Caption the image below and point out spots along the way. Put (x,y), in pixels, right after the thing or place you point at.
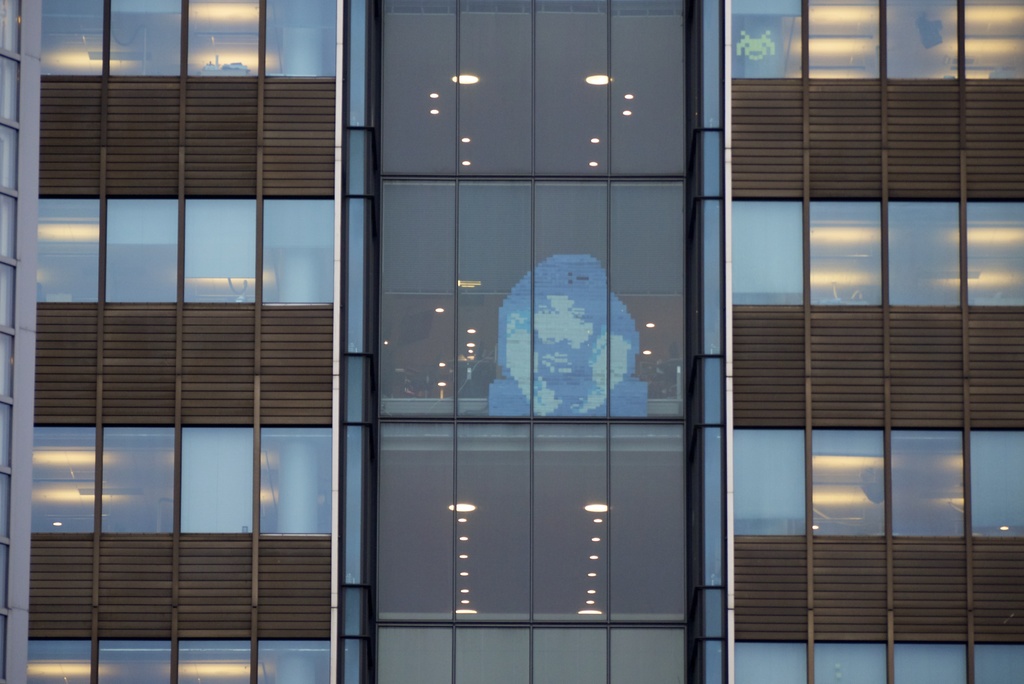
In this picture I can see the building (368,349) with glass windows (461,292). I can see the lights arrangement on the roof (447,314).
